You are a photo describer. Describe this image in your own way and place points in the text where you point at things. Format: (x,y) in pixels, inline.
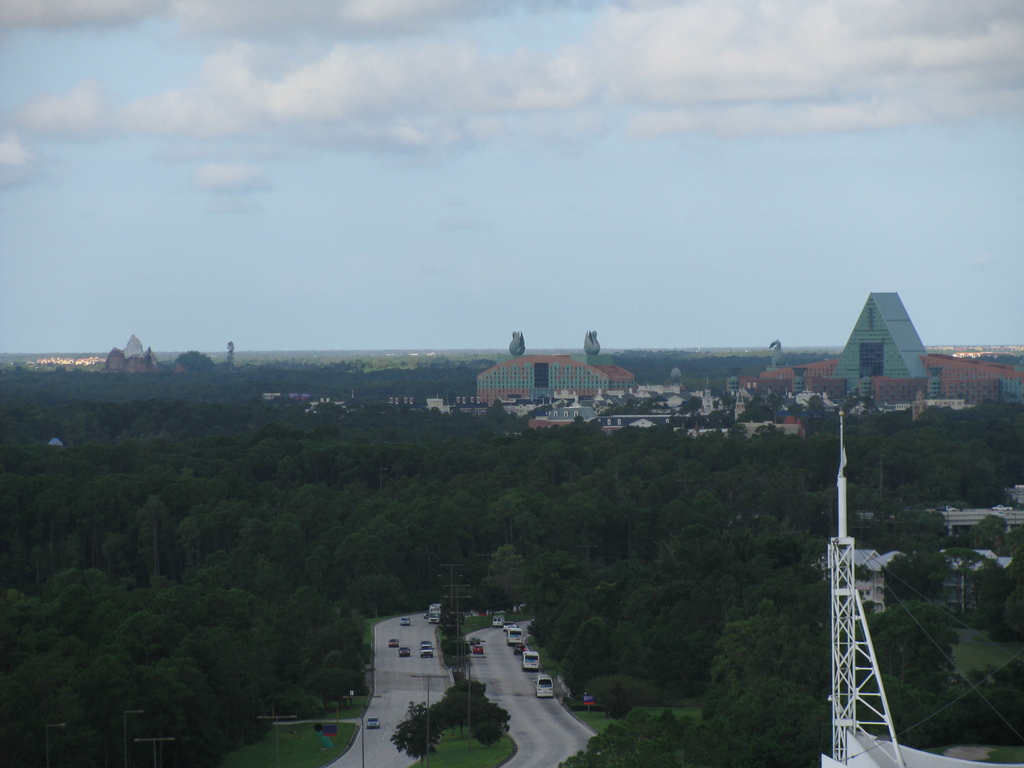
In this image we can see vehicles (438,613) moving on the road (548,724), we can see street light poles (454,596), trees (364,685), towers (860,641), buildings (905,398) and the cloudy sky (237,87) in the background (521,259).
